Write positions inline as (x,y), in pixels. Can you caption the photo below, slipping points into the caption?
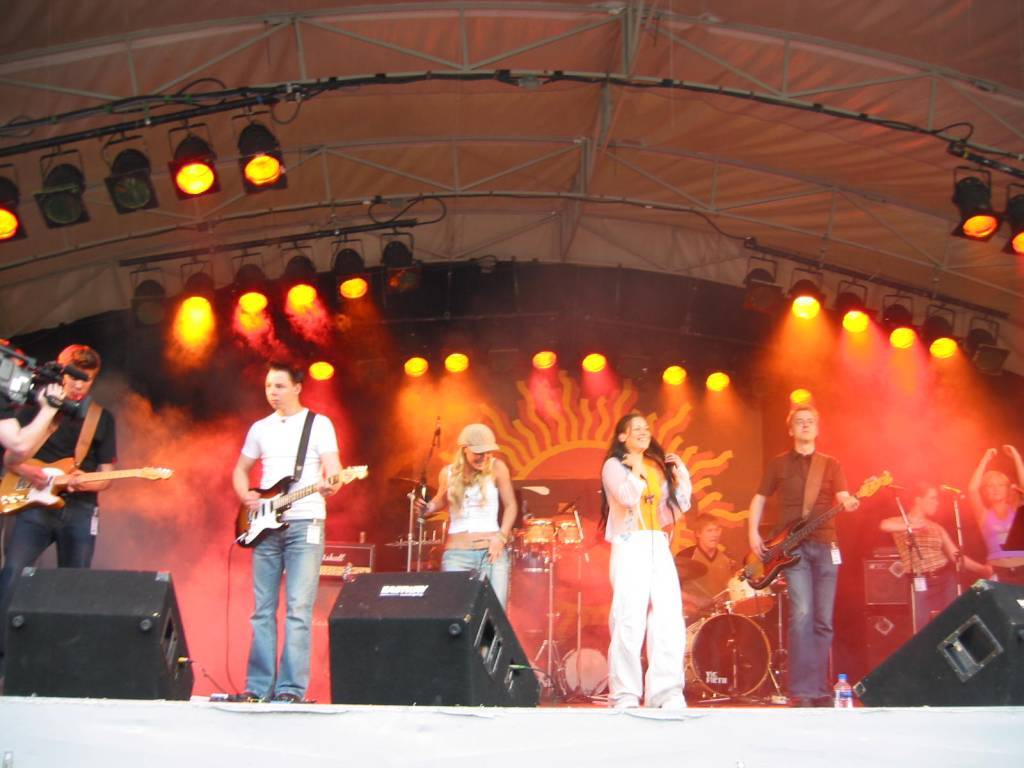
In this image, we can see some people (71,446) standing on the stage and they are playing some musical instruments (293,476), we can see some speakers (63,646) and there are some lights (1008,200), at the top (564,63) there is a shed (564,63).
